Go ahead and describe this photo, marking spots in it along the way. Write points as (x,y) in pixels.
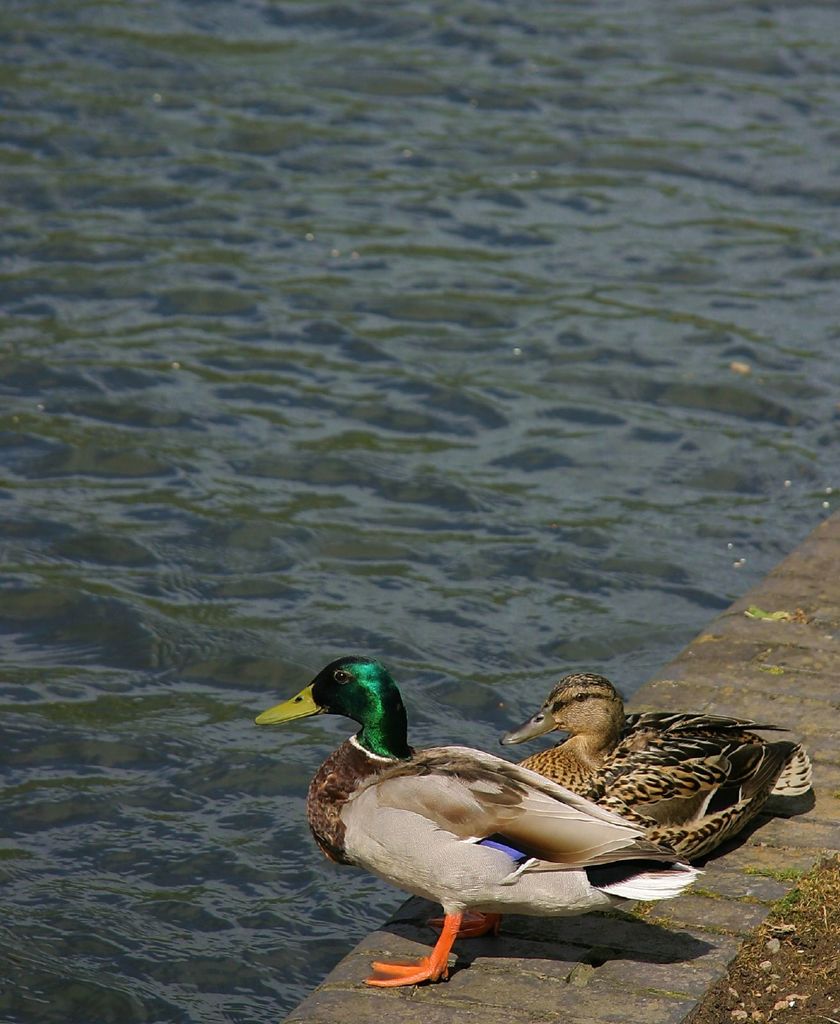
In this picture there are two ducks (393,729) at the bottom side of the image (604,771) and there is water (306,281) in the image.
